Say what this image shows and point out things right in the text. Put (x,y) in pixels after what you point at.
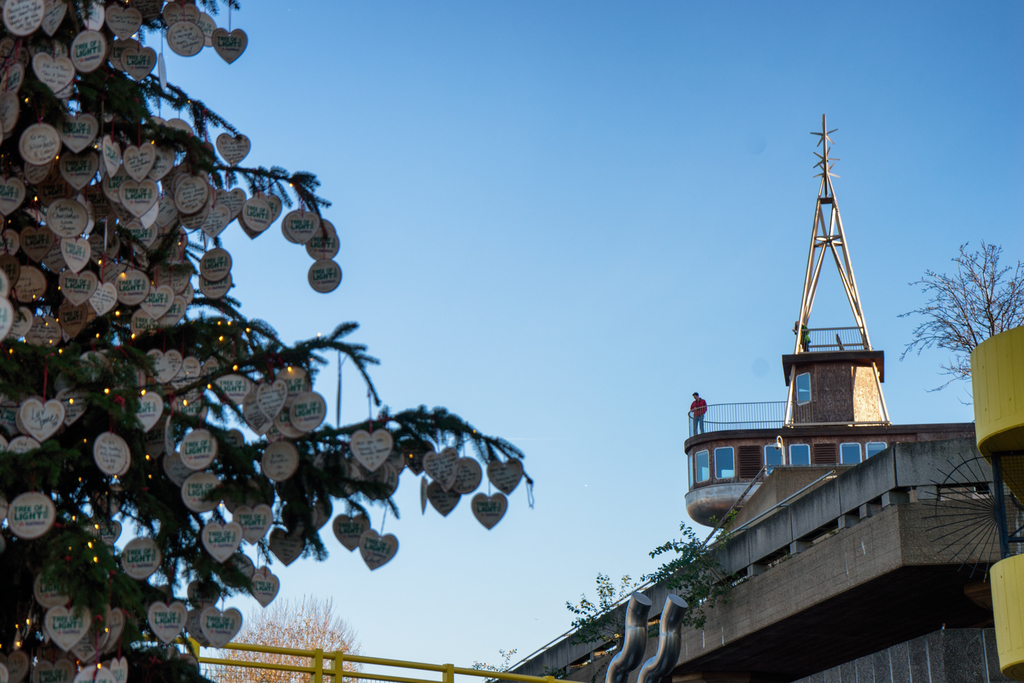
In this image there is a building (796,396) on the right side (956,659), on the top of the building (692,419) there is the person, behind the building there is a tree (993,283), at the top (530,129) there is the sky (470,145), on the left side (147,183) there is a Christmas tree (195,321) decorated with lights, may be greeting cards (169,225).
